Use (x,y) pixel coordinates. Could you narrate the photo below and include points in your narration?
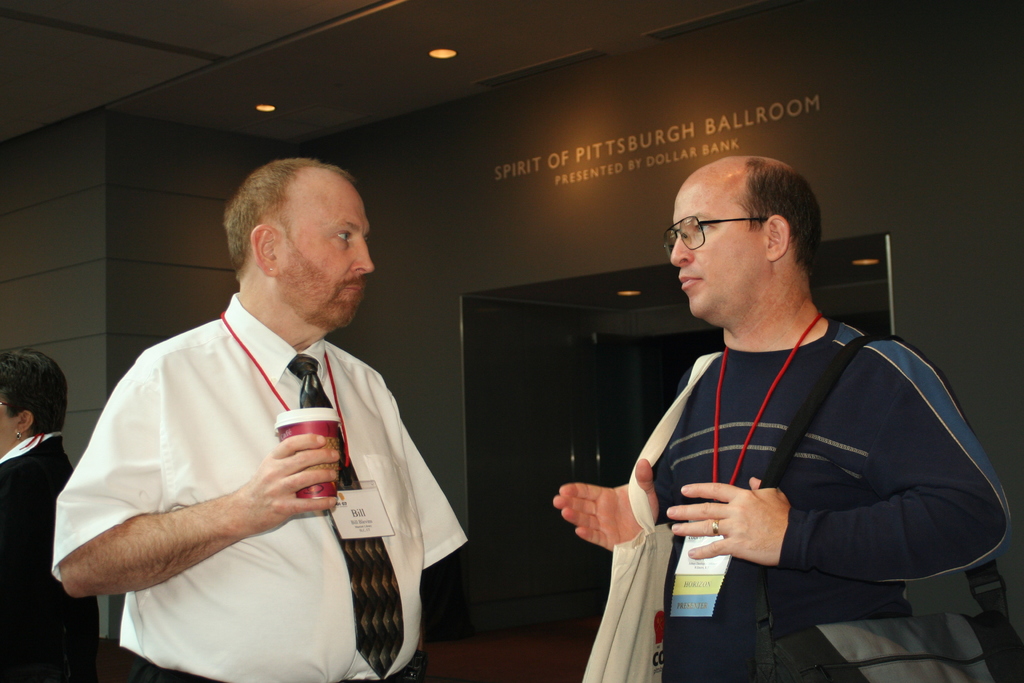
In this image I can see two men (669,453) are standing and talking each other. On the left side (285,479) this man (345,480) wore shirt (265,426), tie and ID card (358,497). At the top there are ceiling lights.
